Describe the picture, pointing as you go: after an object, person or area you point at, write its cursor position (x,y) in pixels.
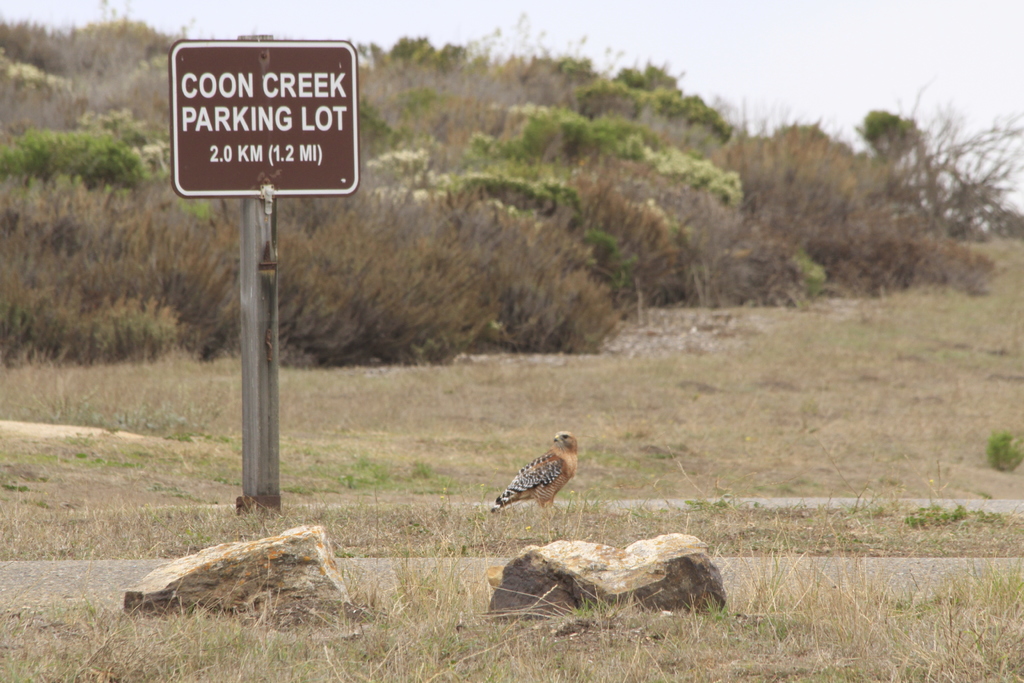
This picture shows a bird (554,499) on the grass (582,624) and we see grass (609,413) on the ground (434,428) and few trees (419,123) and a sign board (314,141) to the pole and we see a cloudy sky (612,24).
